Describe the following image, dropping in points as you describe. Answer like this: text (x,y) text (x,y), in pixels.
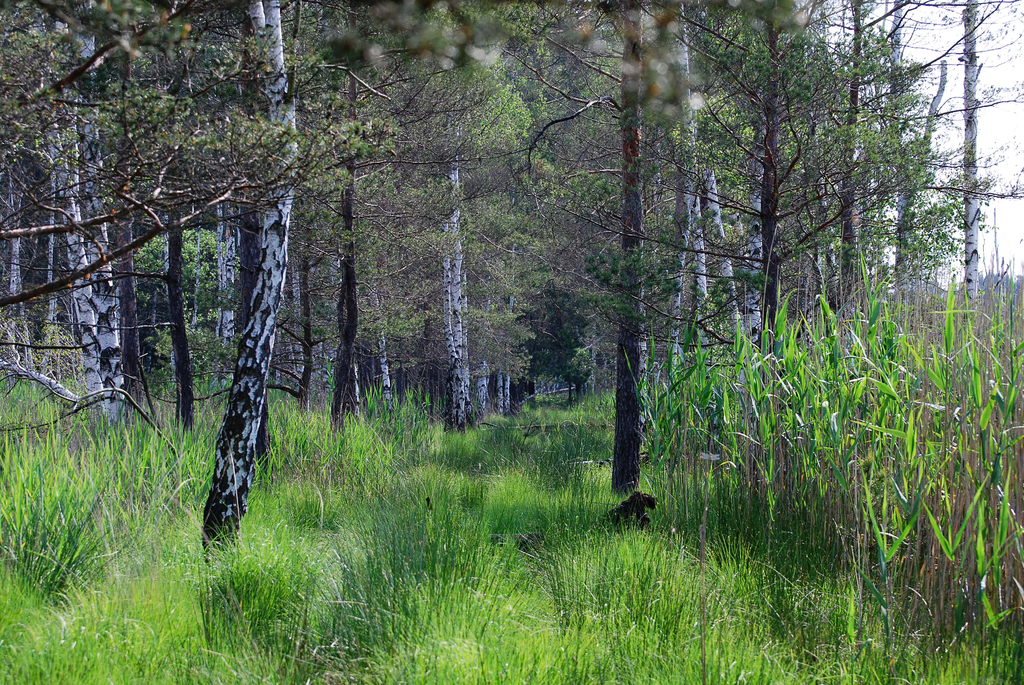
In the center of the image (594,278) we can see trees (624,97), plants (883,408), grass (518,469) and a few other objects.
